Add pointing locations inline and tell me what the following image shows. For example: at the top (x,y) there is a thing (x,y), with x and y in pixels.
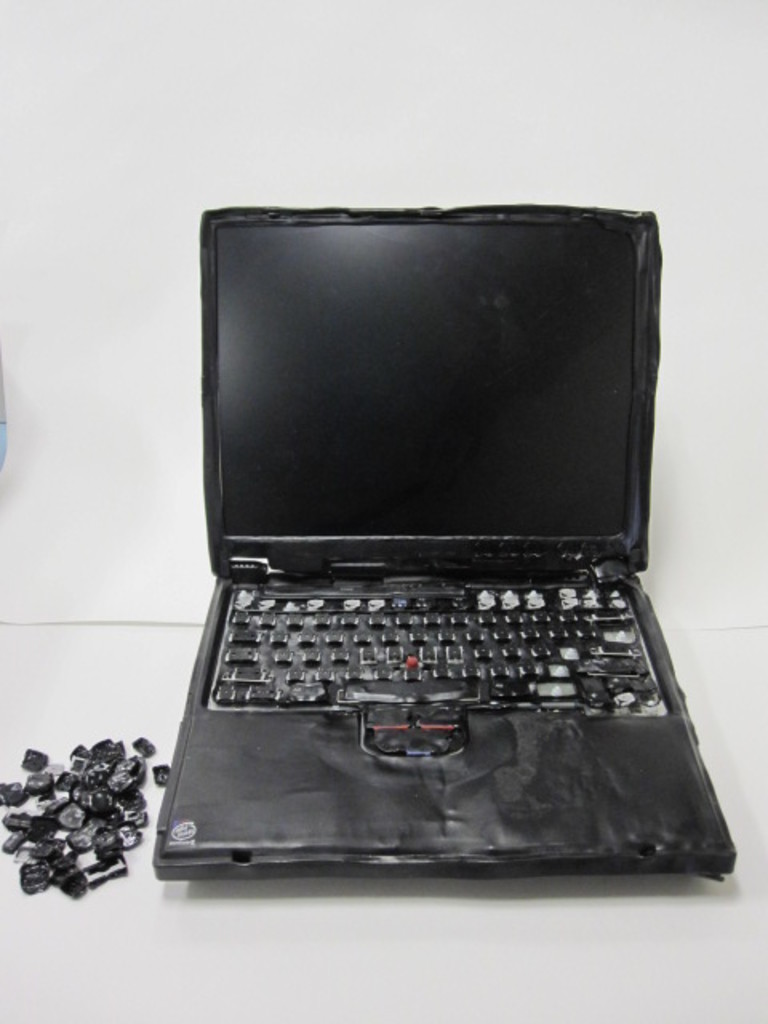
In this image, we can see laptop (281,419) on white background. There are keys (70,821) in the bottom left of the image (71,826).
